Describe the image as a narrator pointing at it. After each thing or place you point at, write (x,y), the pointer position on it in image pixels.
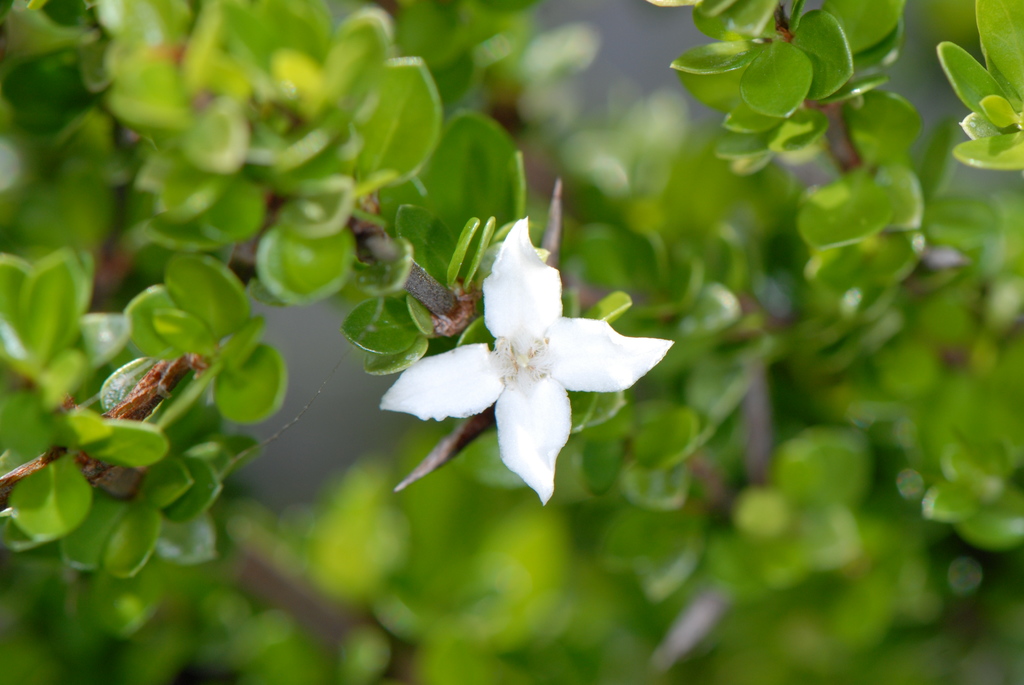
In this image I can see a plant (471,148) along with the leaves (216,113) and a flower (494,388) which is in white color. The background (879,609) is blurred.
